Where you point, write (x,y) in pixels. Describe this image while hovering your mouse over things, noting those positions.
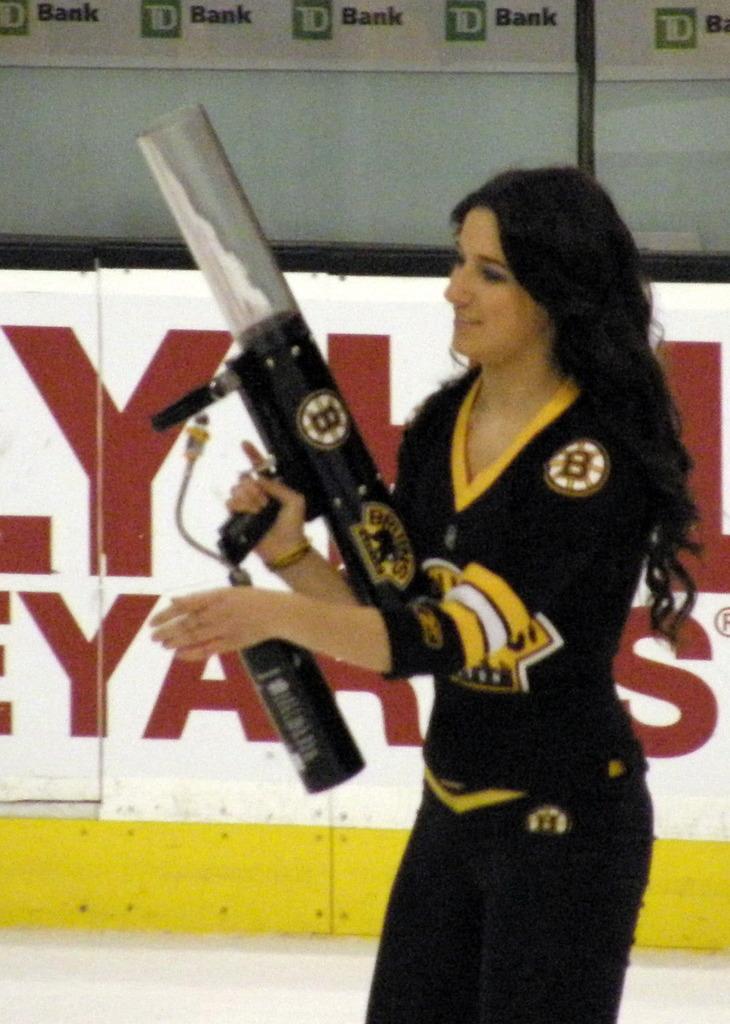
There is a woman (455,821) standing and holding a gun (254,369). In the background (301,280) we can see banner (120,449).
